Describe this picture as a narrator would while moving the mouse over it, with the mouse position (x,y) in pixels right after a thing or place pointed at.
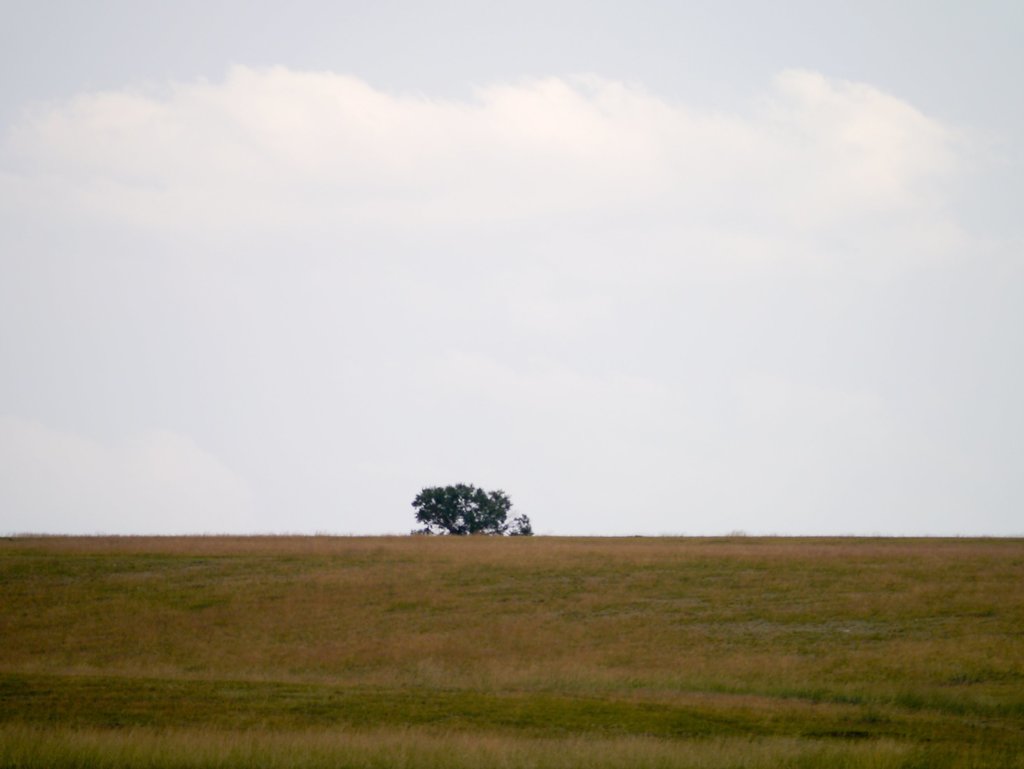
In this image we can see a tree (466,517), grass field (580,652). In the background (759,329), we can see the cloudy sky (629,176).
